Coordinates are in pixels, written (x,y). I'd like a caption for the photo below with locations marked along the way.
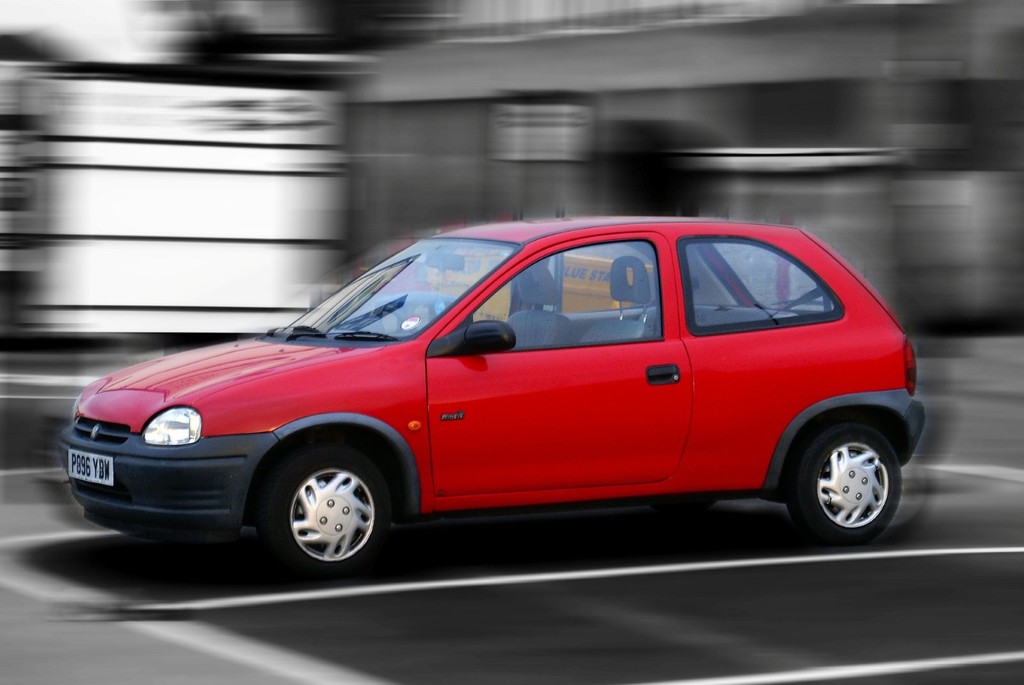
In this image we can see a red color car (499,383) on the road (713,601), and the background (278,283) is blurred.
